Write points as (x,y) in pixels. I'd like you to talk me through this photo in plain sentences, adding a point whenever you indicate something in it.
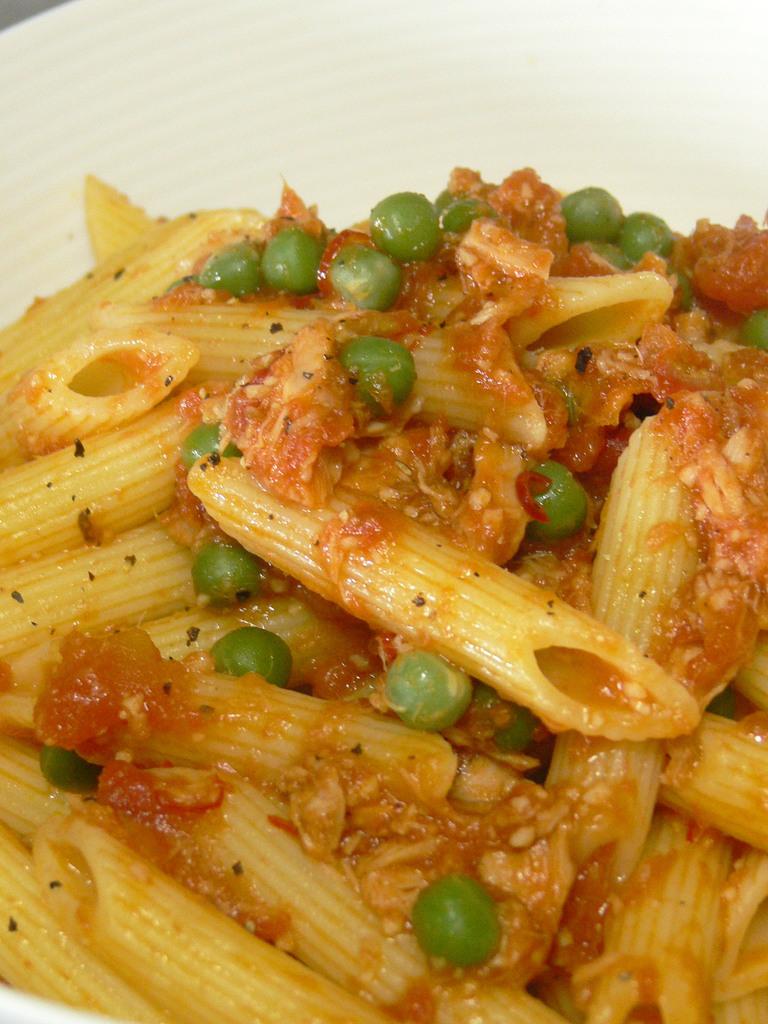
In the picture I can see a food item (413,657) on the plate (643,205).
